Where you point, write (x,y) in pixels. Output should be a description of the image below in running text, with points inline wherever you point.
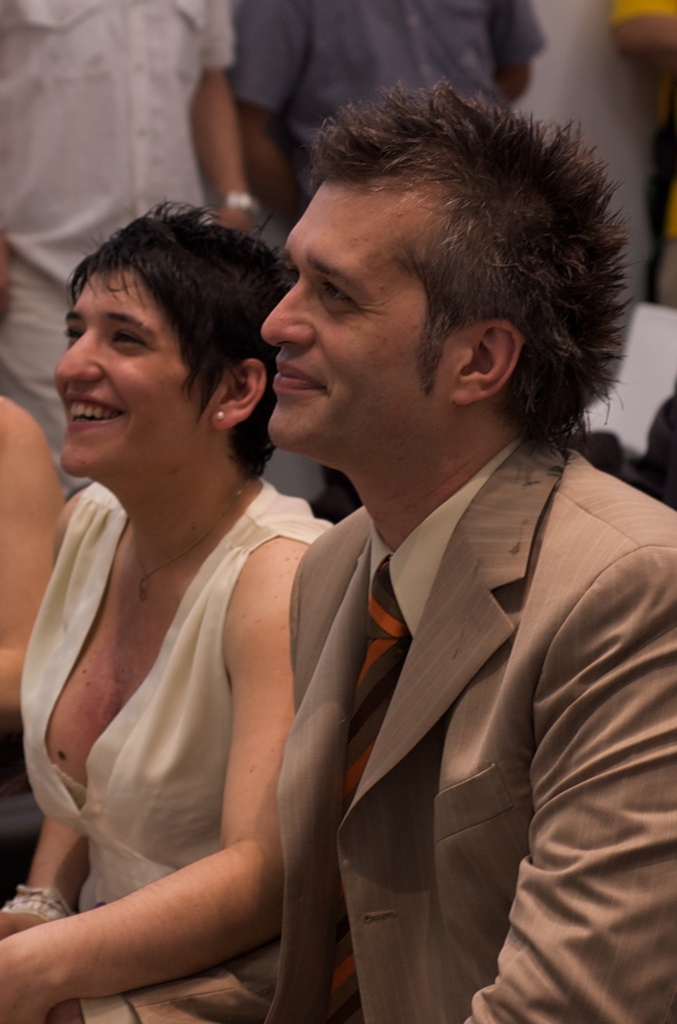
In this image, we can see a man (330,682) and a woman (149,686) sitting, we can see two people (245,129) standing.
